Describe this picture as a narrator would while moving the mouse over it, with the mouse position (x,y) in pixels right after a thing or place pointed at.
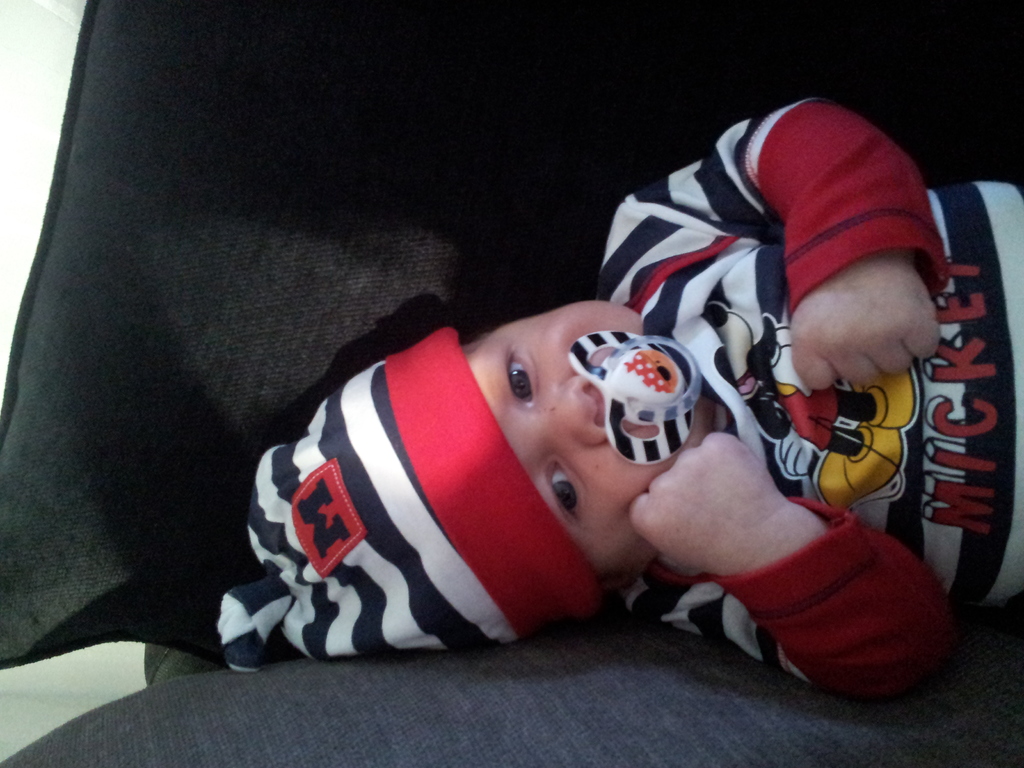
In the picture I can see a baby (599,326) lying on the sofa (418,161). The baby (753,529) is wearing the clothes (957,537) and there is a cap (395,479) on the head (585,493). I can see the milky nipple (621,334) in the mouth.
